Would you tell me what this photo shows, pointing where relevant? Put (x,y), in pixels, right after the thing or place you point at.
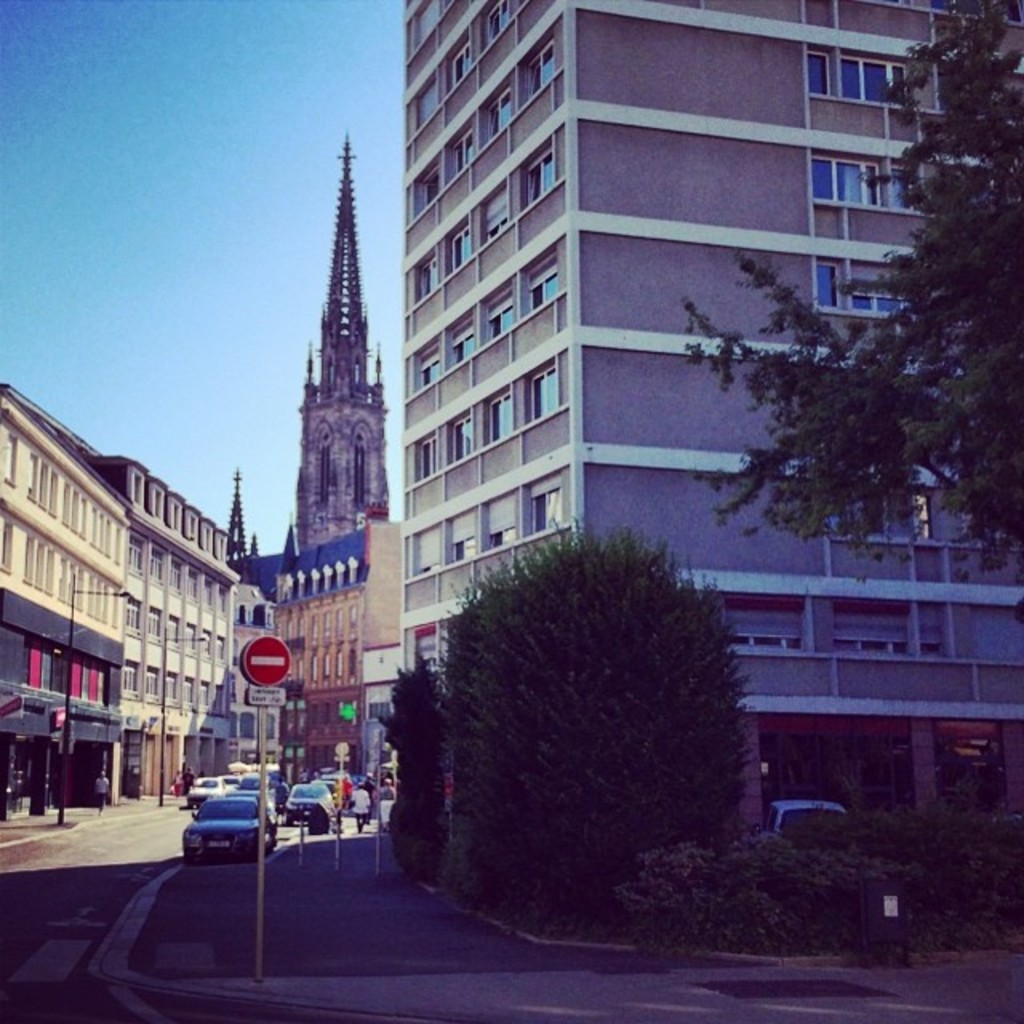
In this image we can see trees (526,722), plants (667,724), boards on a pole (341,778), vehicles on the road (66,947), few persons (350,794), buildings (537,403), windows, objects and sky (330,216).
